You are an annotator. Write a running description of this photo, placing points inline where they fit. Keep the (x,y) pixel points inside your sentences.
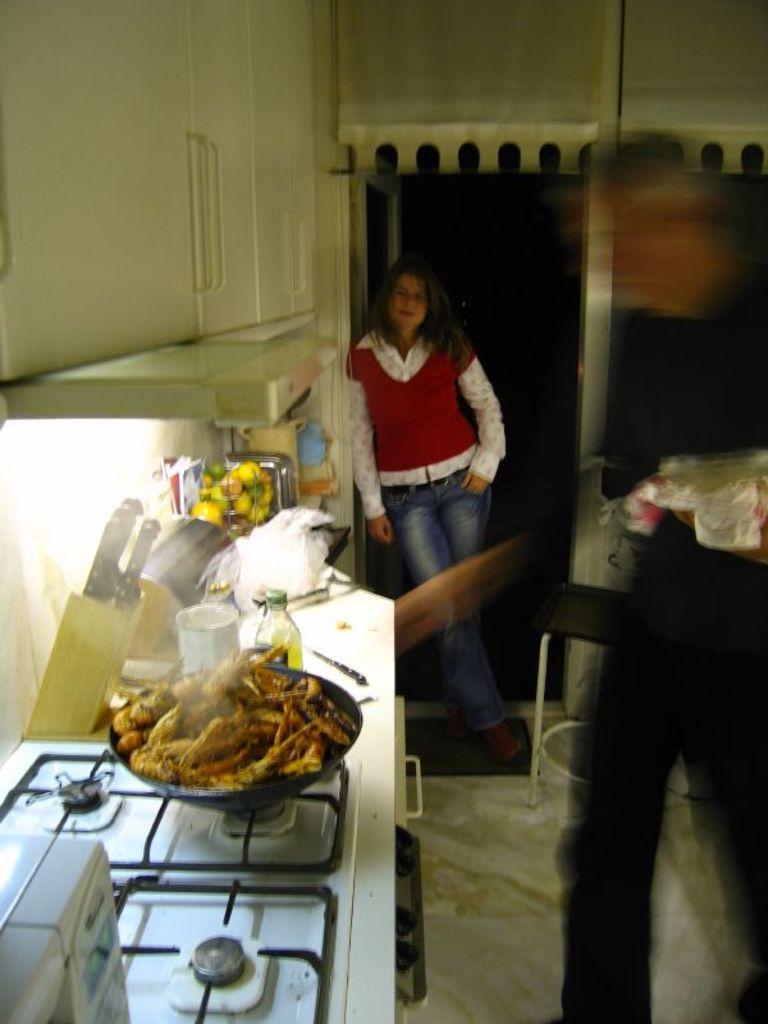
In this image there is a man (626,432) and a woman (452,401), on the left side (225,873) there is a gas stove (231,880), on that there is a dish (227,721), beside that there is a table (297,611), on that table (334,627) there are objects (203,542) in the top (114,294) there is a cupboard (149,342).
